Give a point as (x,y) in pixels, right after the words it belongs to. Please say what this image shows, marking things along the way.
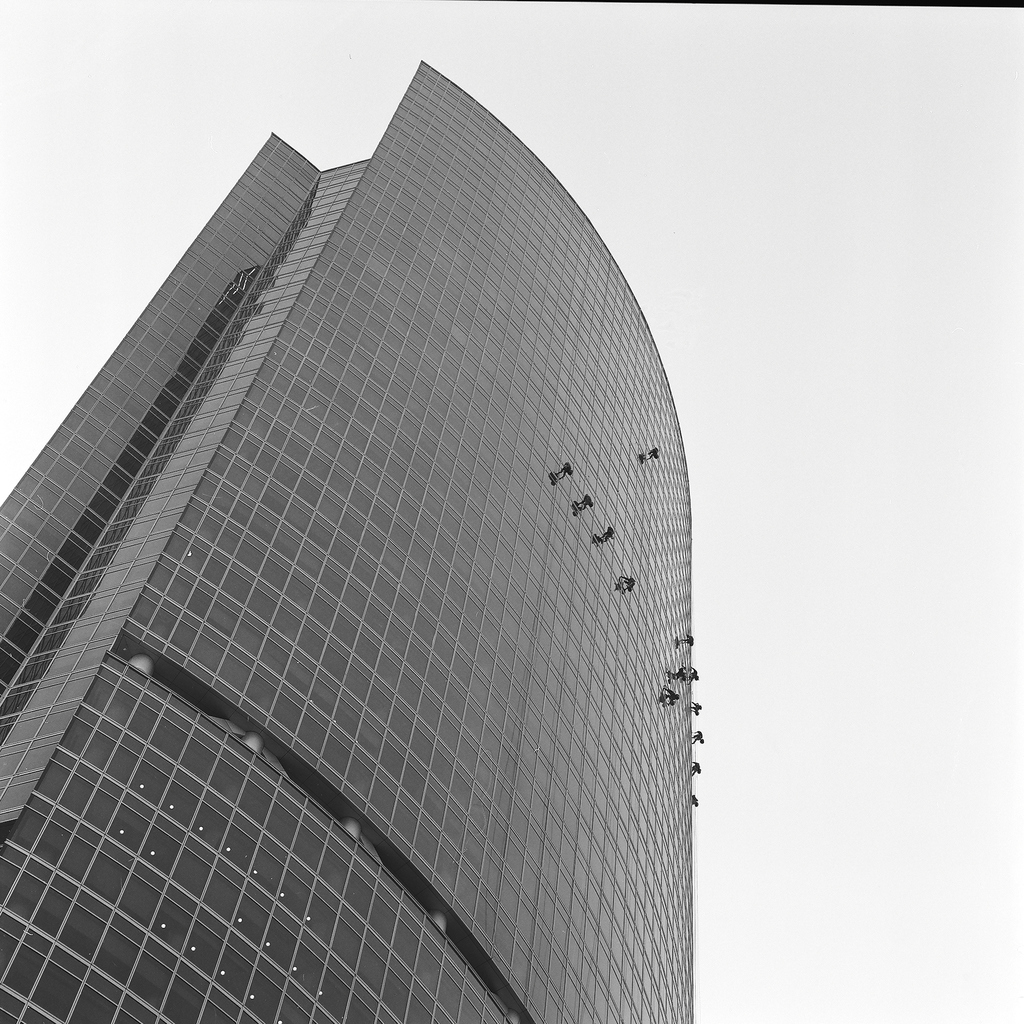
In this picture there is a skyscraper (297,604). On the building (664,709) we can see many peoples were sitting on the wooden rafter (579,506) with the support of a rope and washing the window (561,487). On the right (959,326) we can see sky (954,218) and clouds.
